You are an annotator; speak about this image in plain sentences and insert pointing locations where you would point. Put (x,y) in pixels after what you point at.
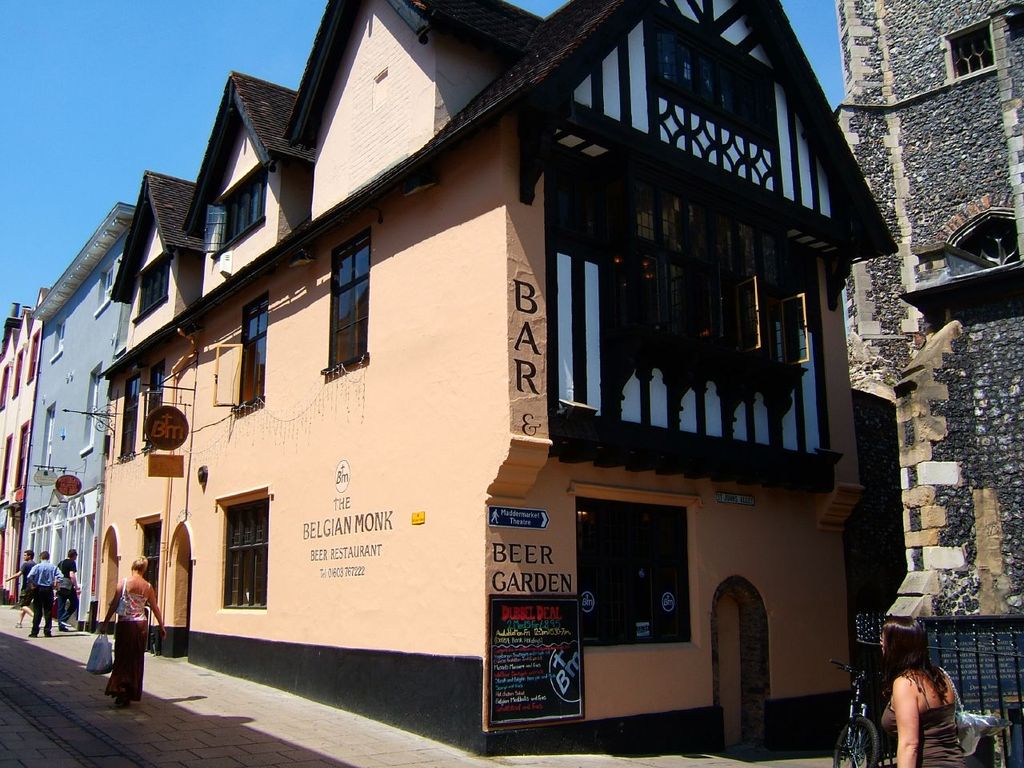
In this image I can see buildings (852,358), at the top (105,90) I can see the sky (46,285) and in front of building (615,750) I can see persons (69,580) and I can see a bicycle (849,672) kept in front of building (826,716) at the bottom (863,760).
